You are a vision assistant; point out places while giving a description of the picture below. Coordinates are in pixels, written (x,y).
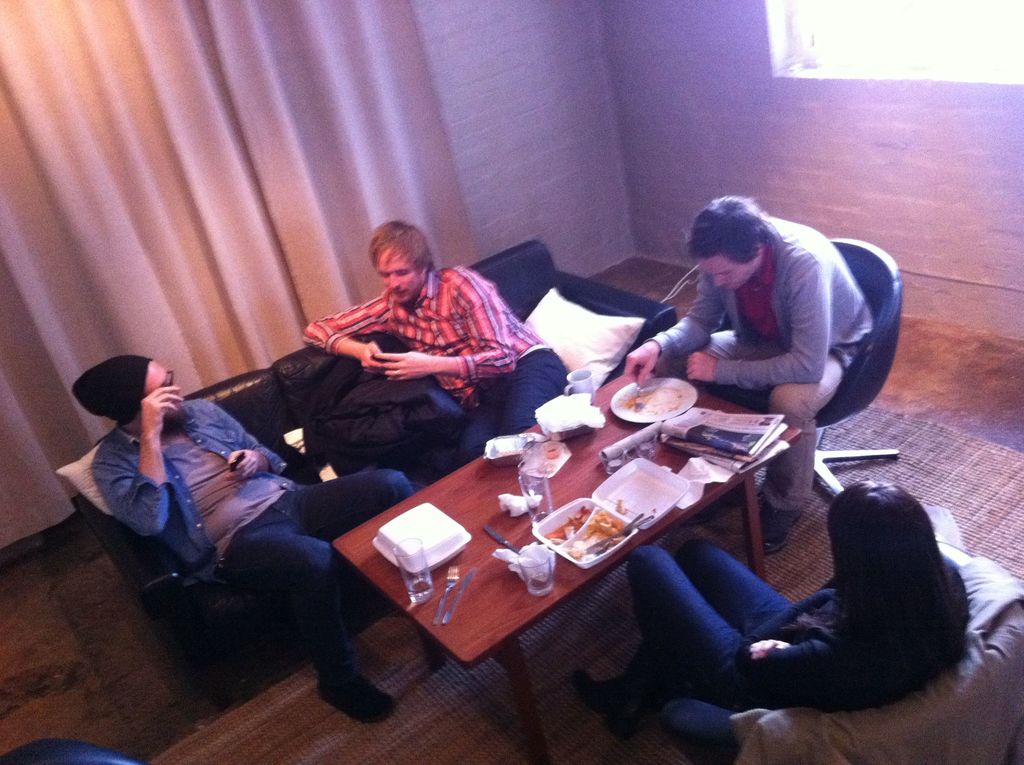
There are 4 people (742,386) sitting on the sofa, chair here in the middle of an image (604,387) there is a table (488,623), plates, glasses (526,572) here the person (438,351) wear a shirt (456,330). He wear a glasses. She is sitting. Behind him there is a wall (991,198).
